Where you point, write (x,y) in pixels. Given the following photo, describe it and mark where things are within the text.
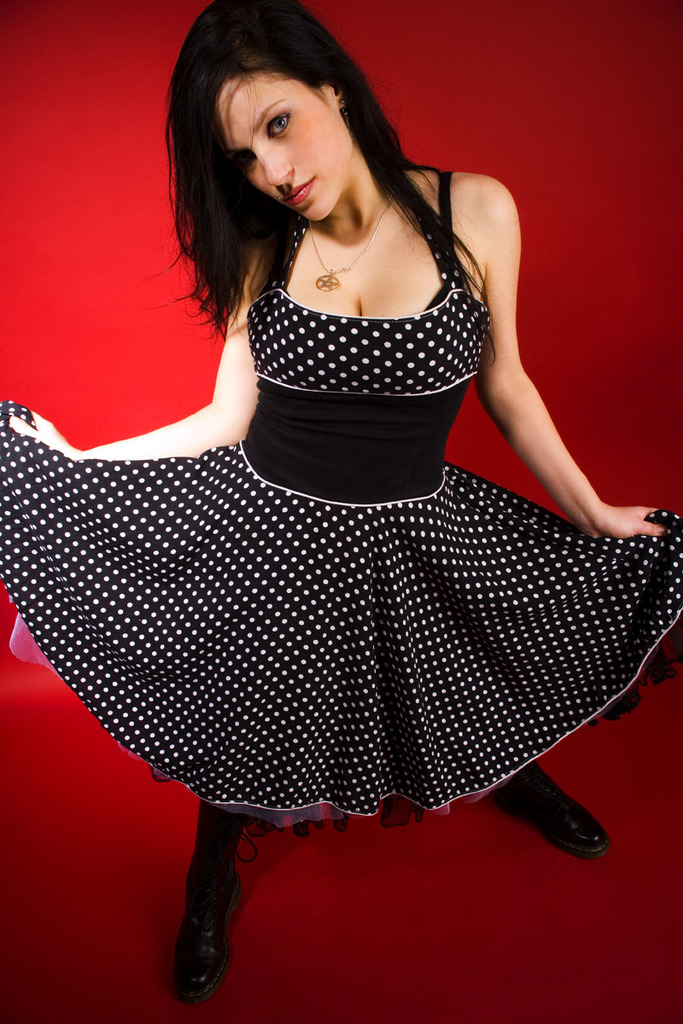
In the image there is a woman (460,623) she is wearing black dress (394,692) and black shoes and posing for the photo the background of the woman (509,502) is red in color.
